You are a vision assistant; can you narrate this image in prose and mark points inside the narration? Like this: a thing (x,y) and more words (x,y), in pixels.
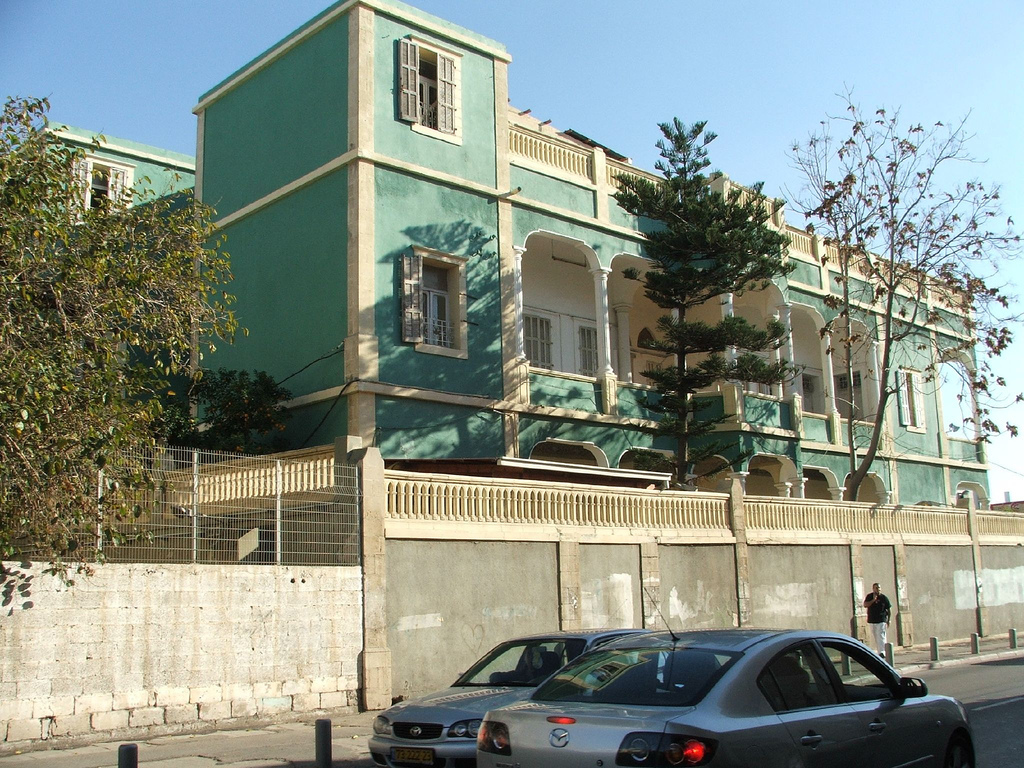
As we can see in the image there are buildings (879,300), trees (98,454), fence (482,481), cars (572,635), a person (884,618) walking over here and sky (786,46).
